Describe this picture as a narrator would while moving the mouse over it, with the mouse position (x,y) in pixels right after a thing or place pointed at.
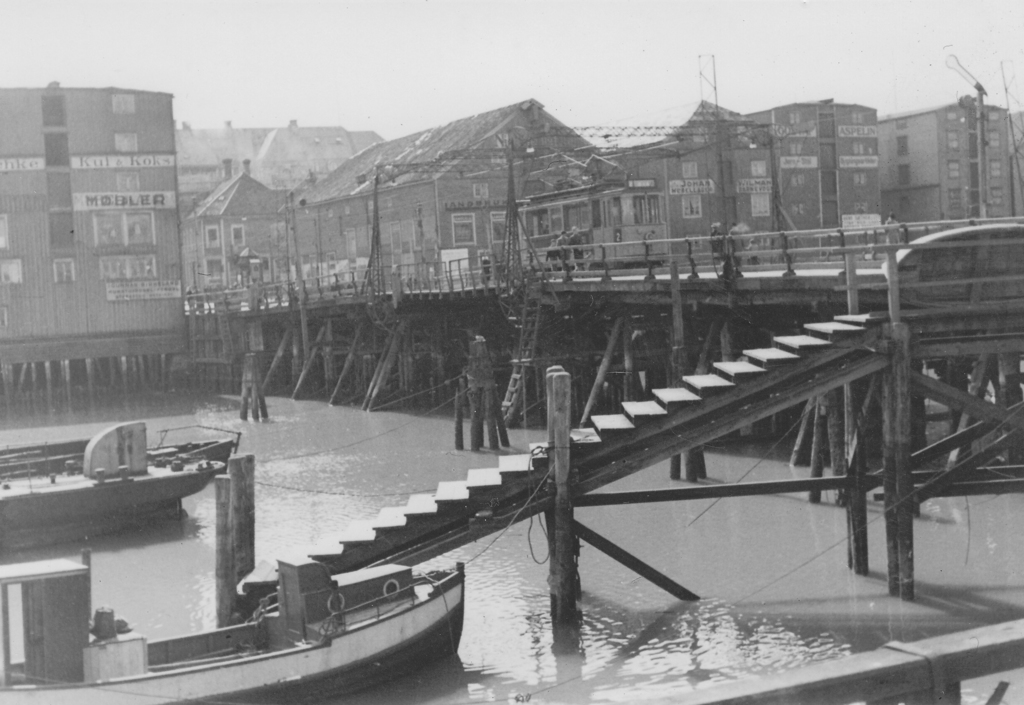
Black and white picture. Here we can see water (211,418), boats (314,644) and steps (395,525). Background (994,189) there are buildings (401,197) and sky (553,75).
